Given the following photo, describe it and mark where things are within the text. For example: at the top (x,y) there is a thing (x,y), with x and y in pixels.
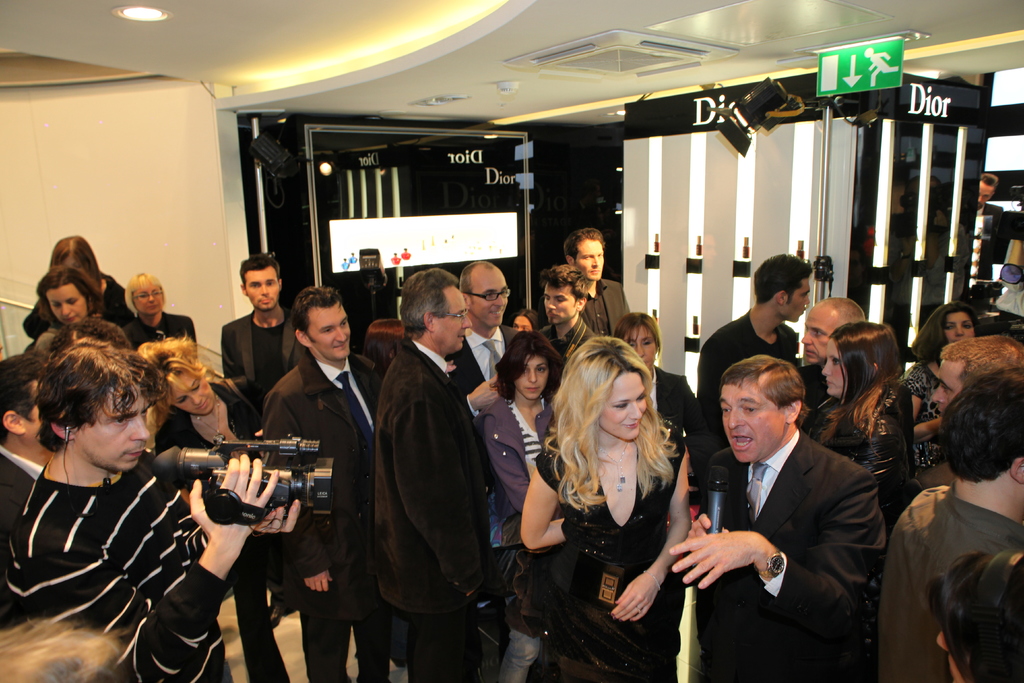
In this image there are a group of people (715,379) standing and one person (192,492) is holding a camera (162,469) and one person (730,548) is holding a mike (719,497) and talking. And in the background (632,229) there are some boards (666,208) and some other objects (909,184) and wall (152,172), at the top (509,42) there is ceiling (213,24) and some lights (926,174).
